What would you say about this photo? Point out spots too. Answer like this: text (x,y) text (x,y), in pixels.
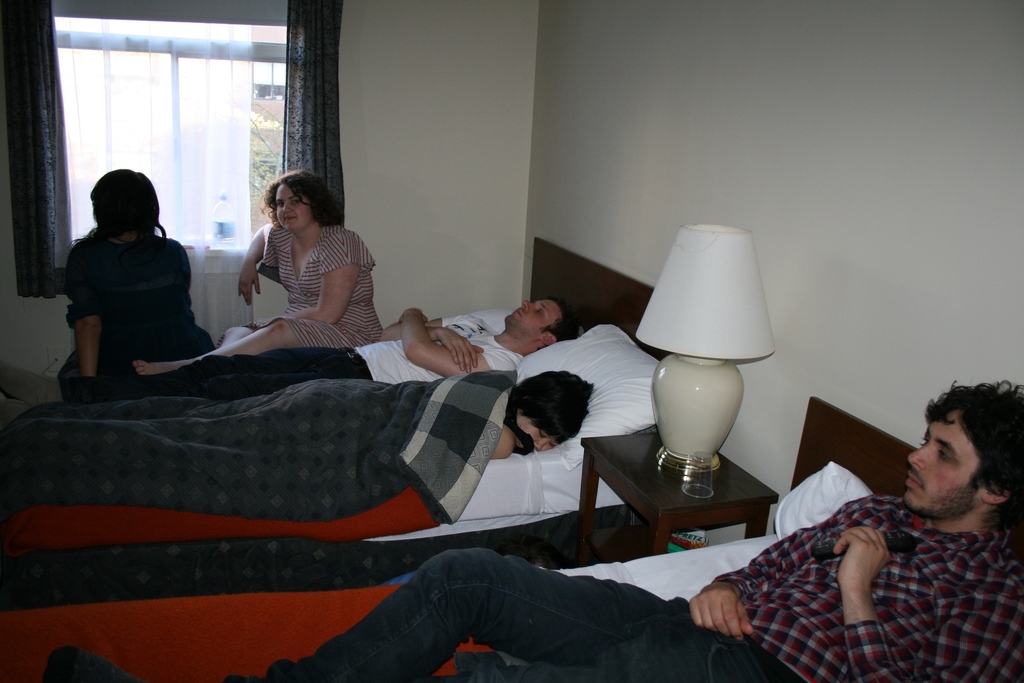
The image is taken in the room (602,95). There are two beds (531,473) in the room (491,470). We can also see people (747,607) sleeping on the bed (357,387). In the background (266,329) there are two ladies (302,341) sitting, in between the beds (569,521) there is a stand (673,482) and a lamp (682,459) placed on the stand (649,471). We can also see a window (265,89), a curtain (287,112) and a wall (747,83).
